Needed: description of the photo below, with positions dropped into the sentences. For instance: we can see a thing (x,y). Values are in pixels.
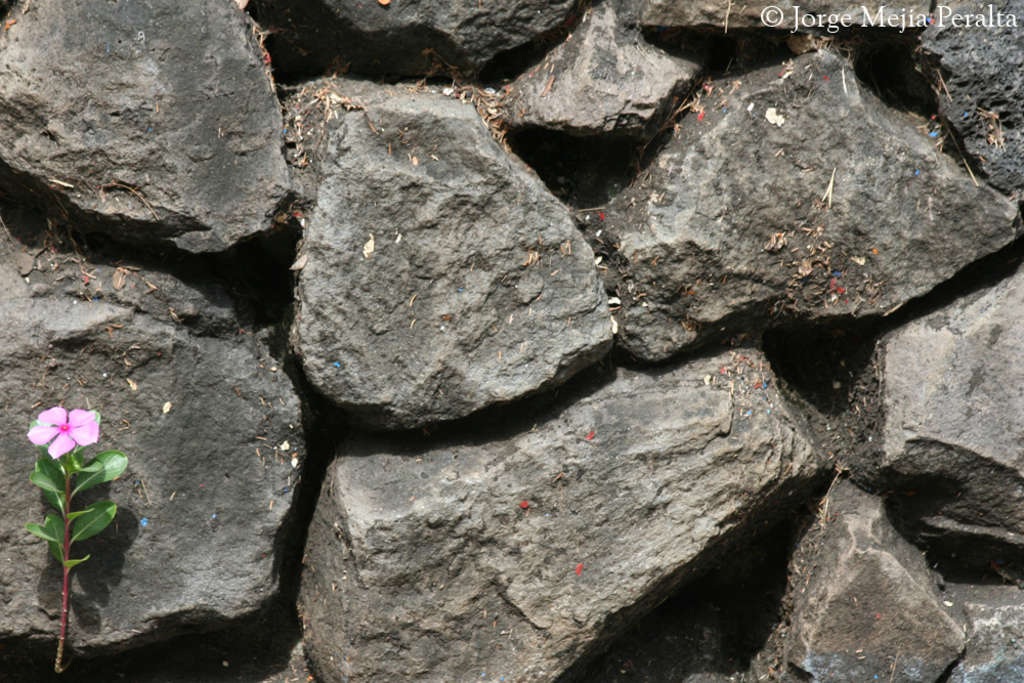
In this picture there is a pink color flower (56,417) on the plant (72,468). There are stones (57,587). At the top right (769,15) there is text (865,20) and there are dried leaves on the stones (705,128).
